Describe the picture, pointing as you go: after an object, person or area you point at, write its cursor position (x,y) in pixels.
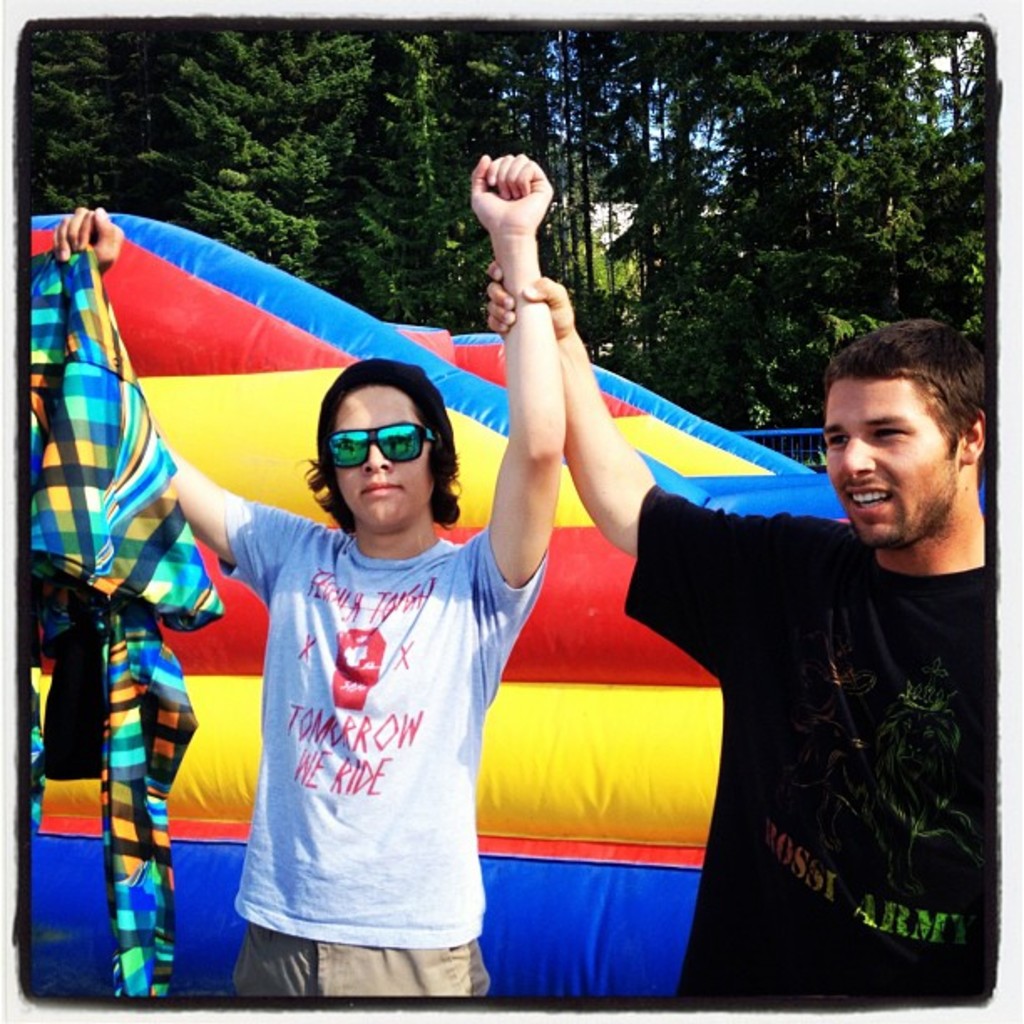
In this picture we can see a man (921,670) smiling and a man (283,599) holding a cloth (30,328) with his hand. In the background (244,349) we can see an inflatable object (176,388), trees (647,190) and the sky (651,126).
